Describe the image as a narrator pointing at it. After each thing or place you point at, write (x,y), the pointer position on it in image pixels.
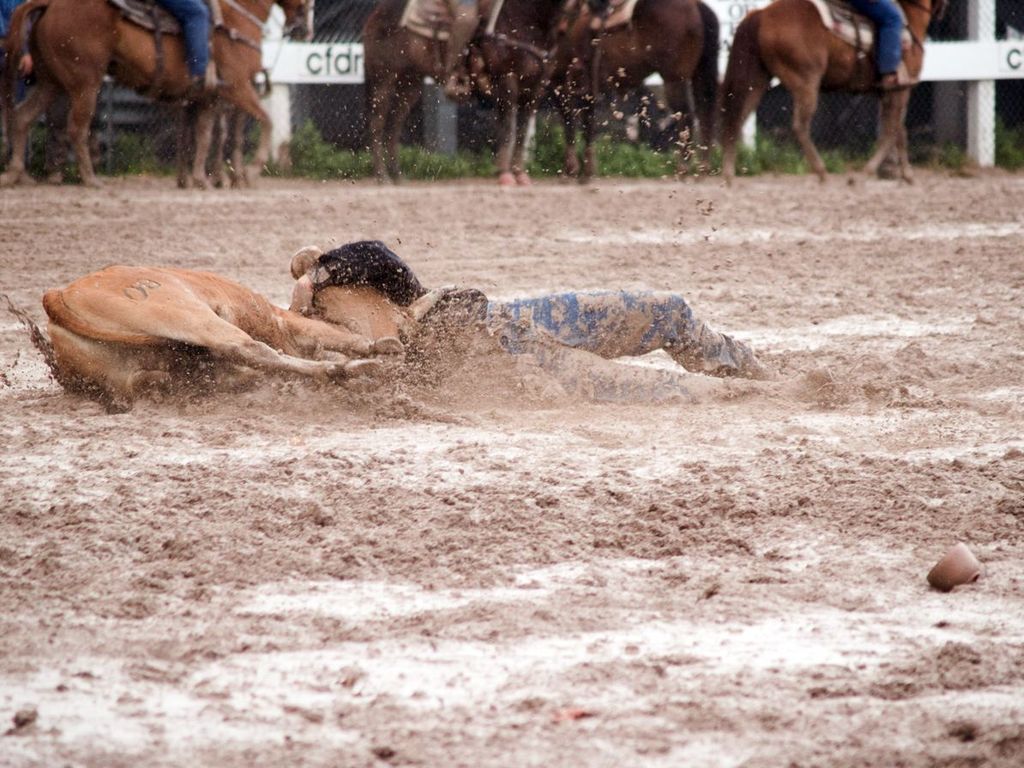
In this image I can see a person (622,352) and an animal (318,366) falling in the mud (682,481). There are horses (829,32) and fence (954,84) at the back (588,179).
